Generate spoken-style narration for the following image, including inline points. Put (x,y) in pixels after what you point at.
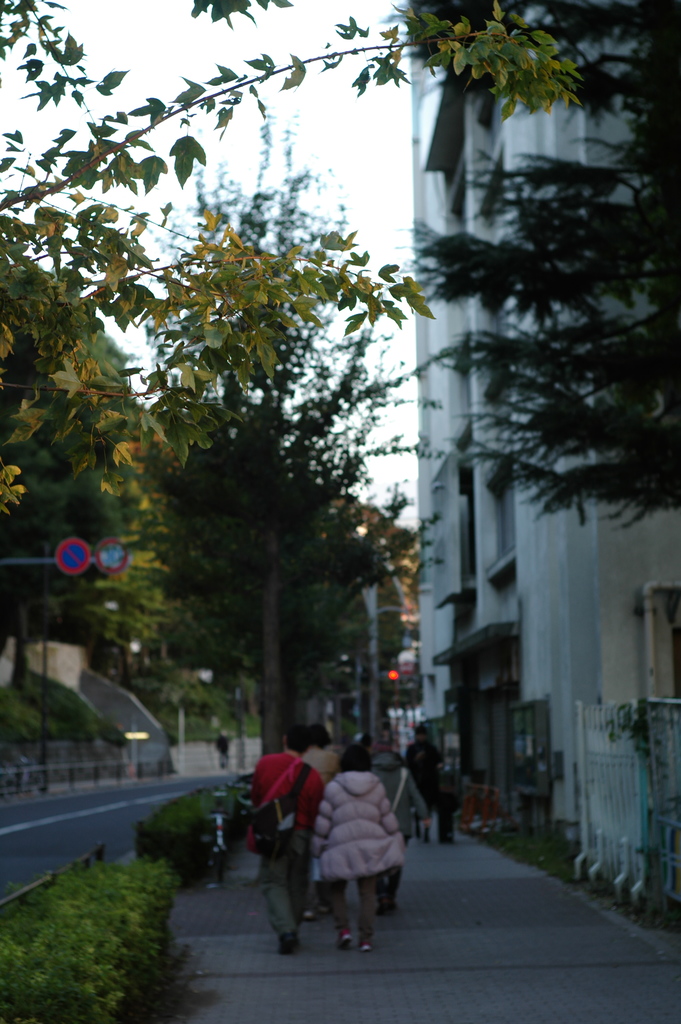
In this picture we can see people (416,768) walking on the side of the road (479,911). Here we can see trees (213,482), plants (95,880) and buildings (441,636).
